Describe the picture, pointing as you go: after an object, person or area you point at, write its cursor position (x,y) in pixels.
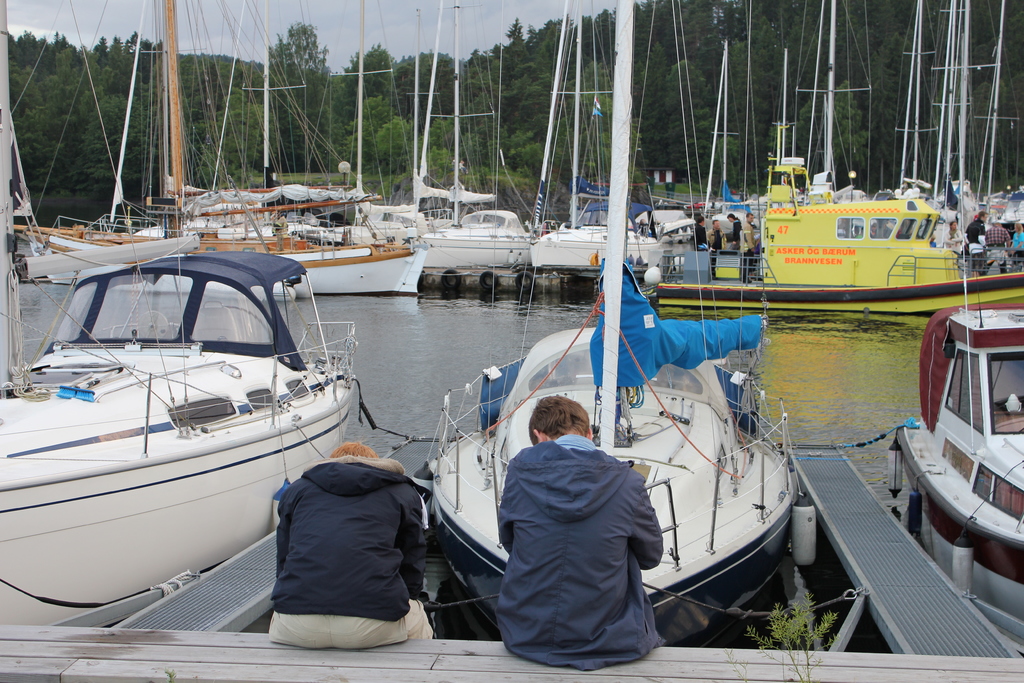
This picture is clicked outside the city. In the foreground (535,547) we can see the two persons (380,589) sitting on the wooden object (334,682). In the center (393,269) we can see the boats (523,239) in the water body (383,320) and we can see the group of persons (701,230) in the boats (317,229). In the background (386,8) we can see the sky (319,11), trees (399,108) and we can see the metal rods (815,91), ropes (29,391) and some other objects (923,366).
